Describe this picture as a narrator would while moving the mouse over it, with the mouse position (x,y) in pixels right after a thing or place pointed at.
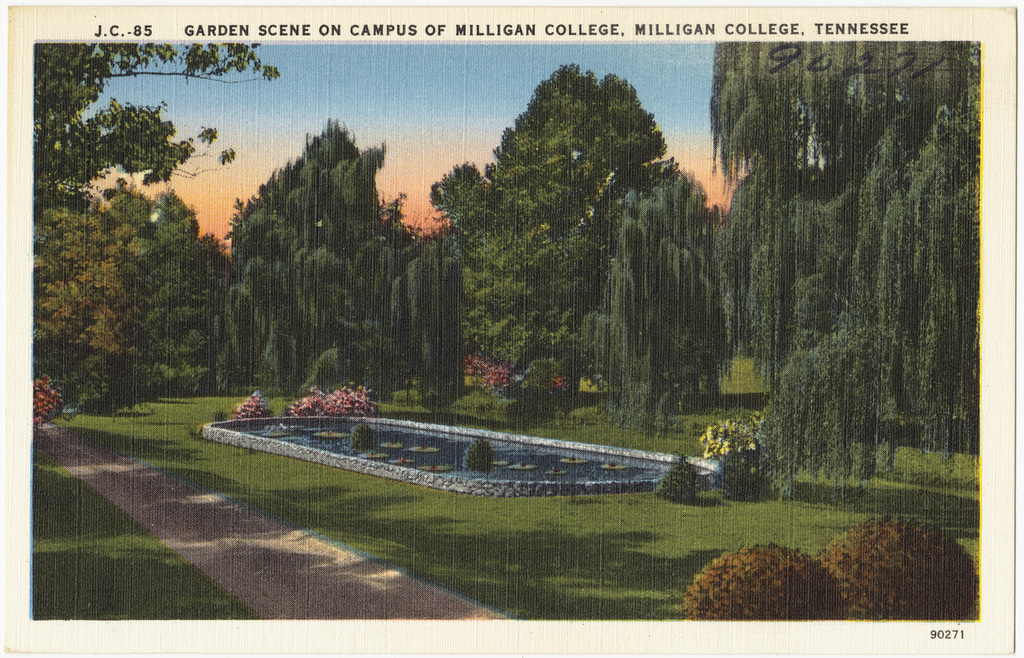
This is the poster. In this image there are trees (561,333) and plants (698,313). At the top (467,52) there is sky (434,52). At the bottom (529,516) there is grass (590,615) and pavement (182,499) and there is water (582,468). At the top of the image (348,33) there is a text (491,33).
